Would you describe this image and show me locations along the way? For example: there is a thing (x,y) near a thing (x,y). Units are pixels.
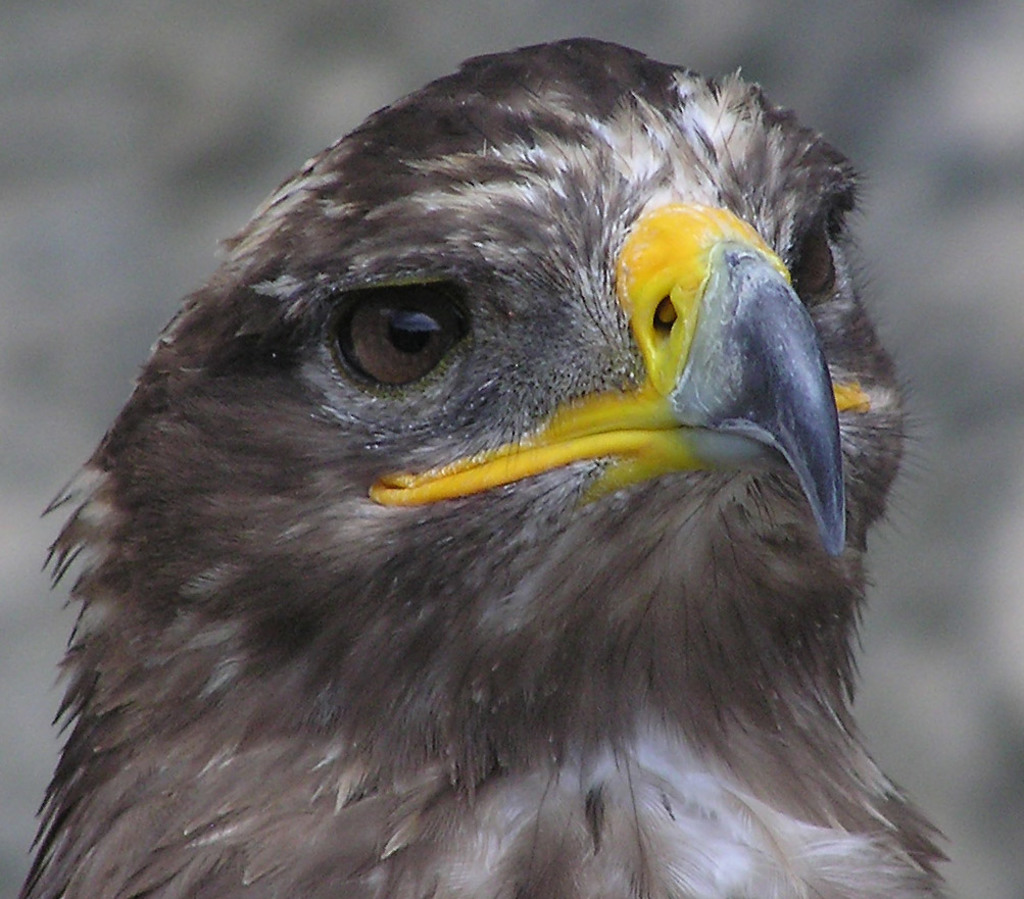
In this image we can see a bird (513,717).
